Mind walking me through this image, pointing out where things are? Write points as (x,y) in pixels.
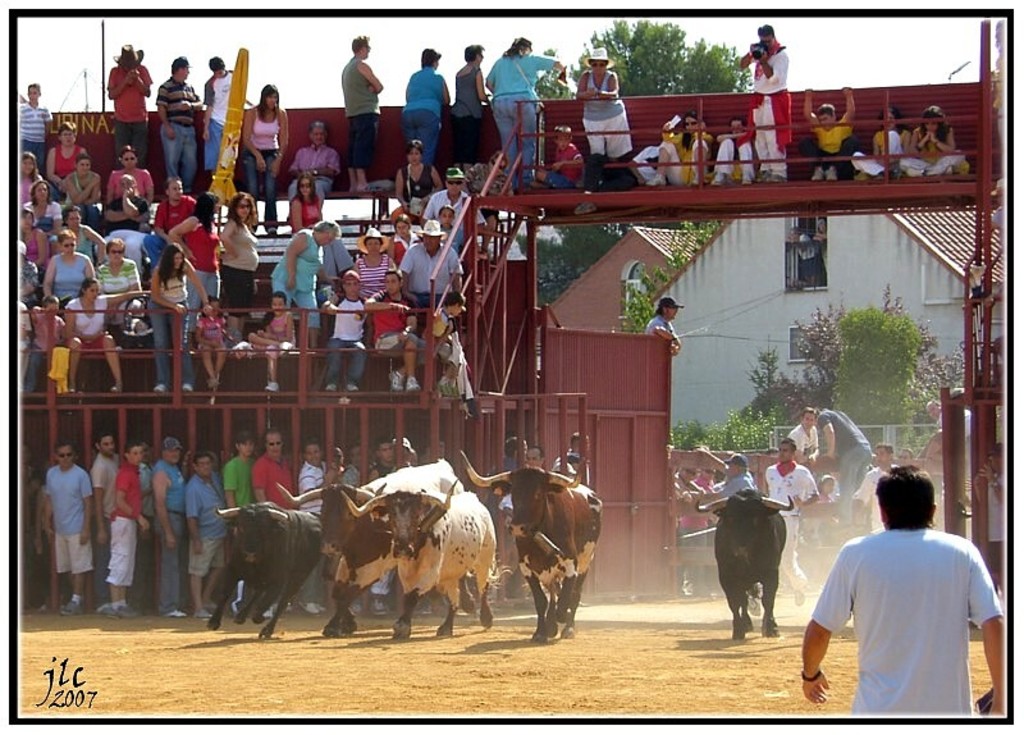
This is an edited image. I can see groups of people (421,115) standing and groups of people (336,321) sitting on the benches (324,354). At the bottom of the image (734,525), there are bulls (332,524) running. I can see an iron gate (638,452). In the background (719,316), there are buildings (711,294), trees (649,288) and the sky (566,48). At the bottom left corner of the image (80,681), I can see a watermark (48,685).
